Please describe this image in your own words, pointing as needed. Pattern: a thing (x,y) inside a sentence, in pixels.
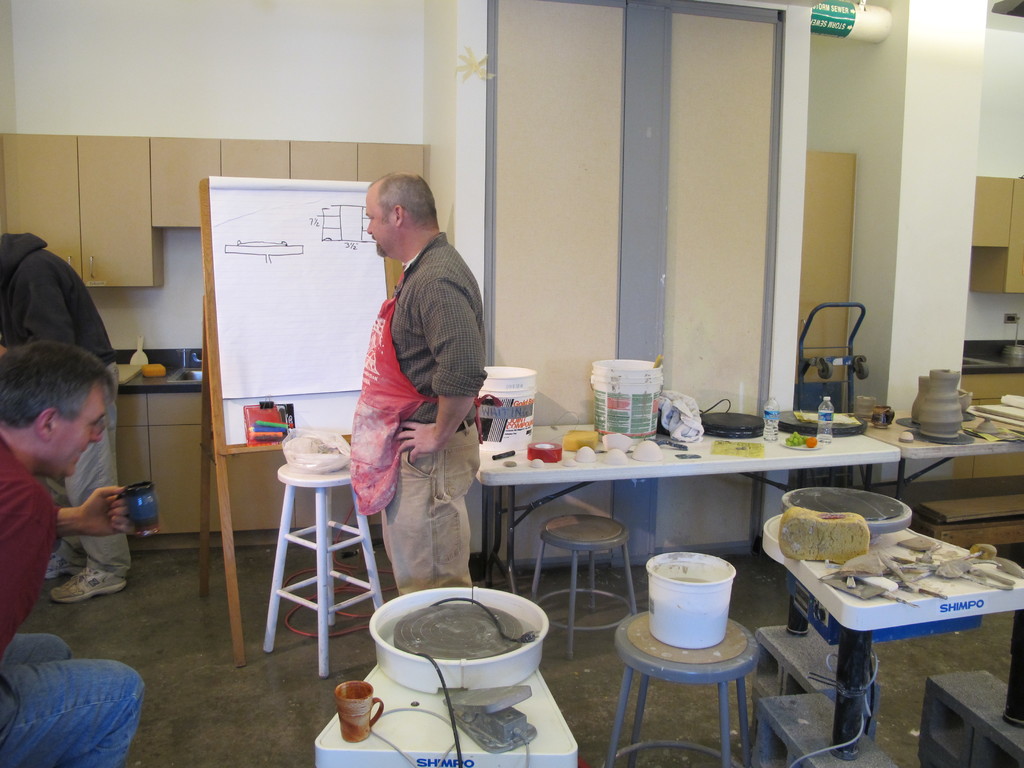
Here In the middle (431,484) we can see a person (415,568) standing and in front of him we can see a stool (345,482) having something on it and there is a chart (291,181) present on the board (206,203) and beside him we can see a table (572,472) having buckets (519,374) and something placed on it and behind him we can see some other things (831,501) present and there are other people (95,574) standing here and there
